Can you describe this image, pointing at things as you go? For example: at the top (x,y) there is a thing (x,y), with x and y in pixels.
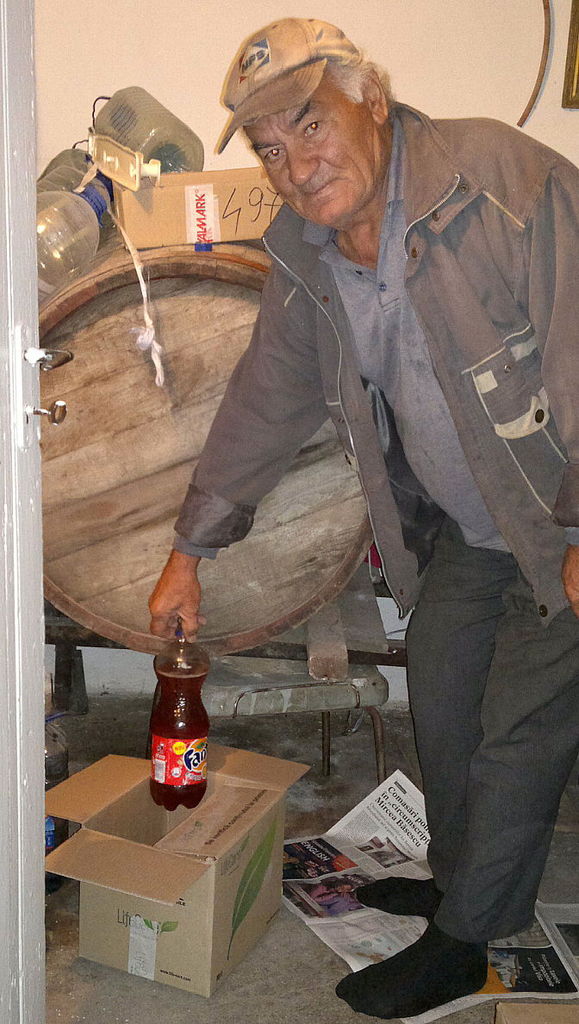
This picture shows a man (313,194) standing and holding a bottle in his hand (197,611).
